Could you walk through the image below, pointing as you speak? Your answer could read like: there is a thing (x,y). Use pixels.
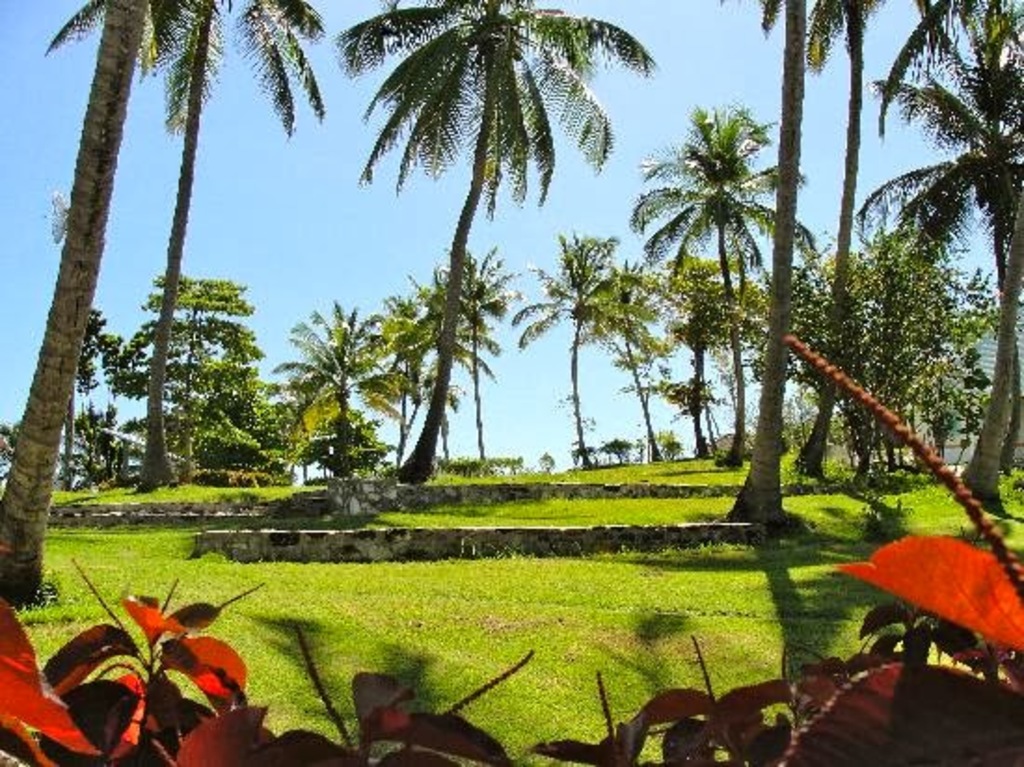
This is an outside view. At the bottom (353,755) few leaves (848,711) are visible. On the ground (467,618), I can see the grass (387,588). In the background (364,379) there are many trees (83,297). At the top of the image (703,55) I can see the sky (308,152).
